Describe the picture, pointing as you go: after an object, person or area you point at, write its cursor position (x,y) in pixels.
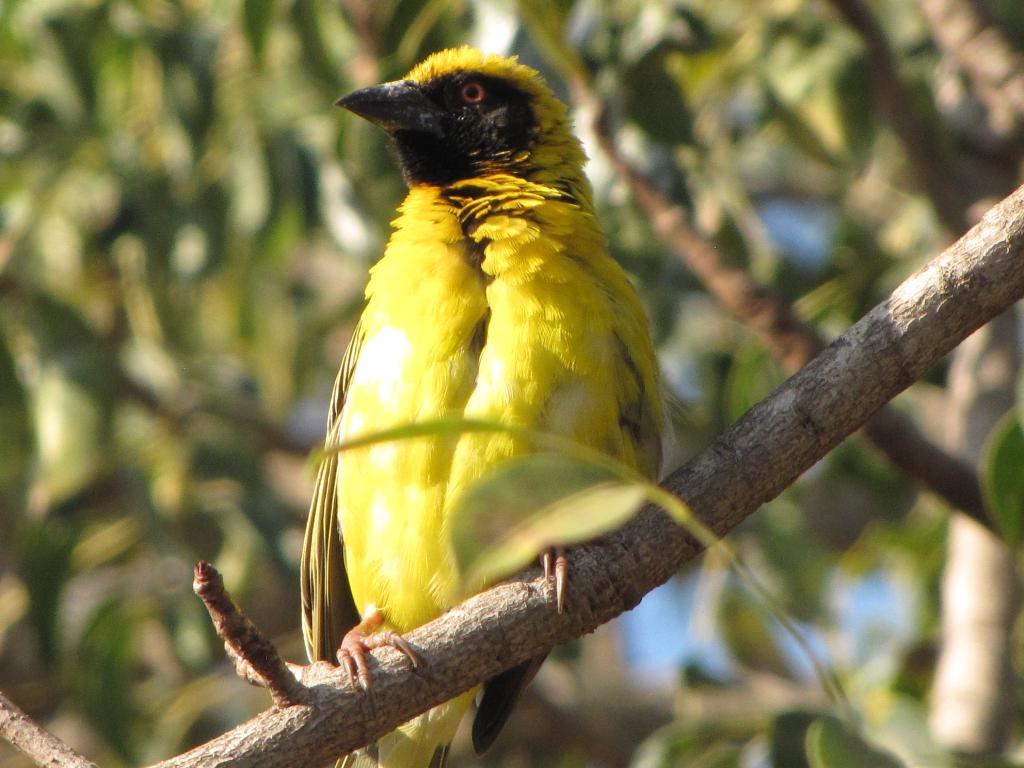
In this image we can see a bird (415,447) on the branch (477,665) of a tree (347,718). In the background (297,358), we can see greenery (871,503) and the sky (804,220).
